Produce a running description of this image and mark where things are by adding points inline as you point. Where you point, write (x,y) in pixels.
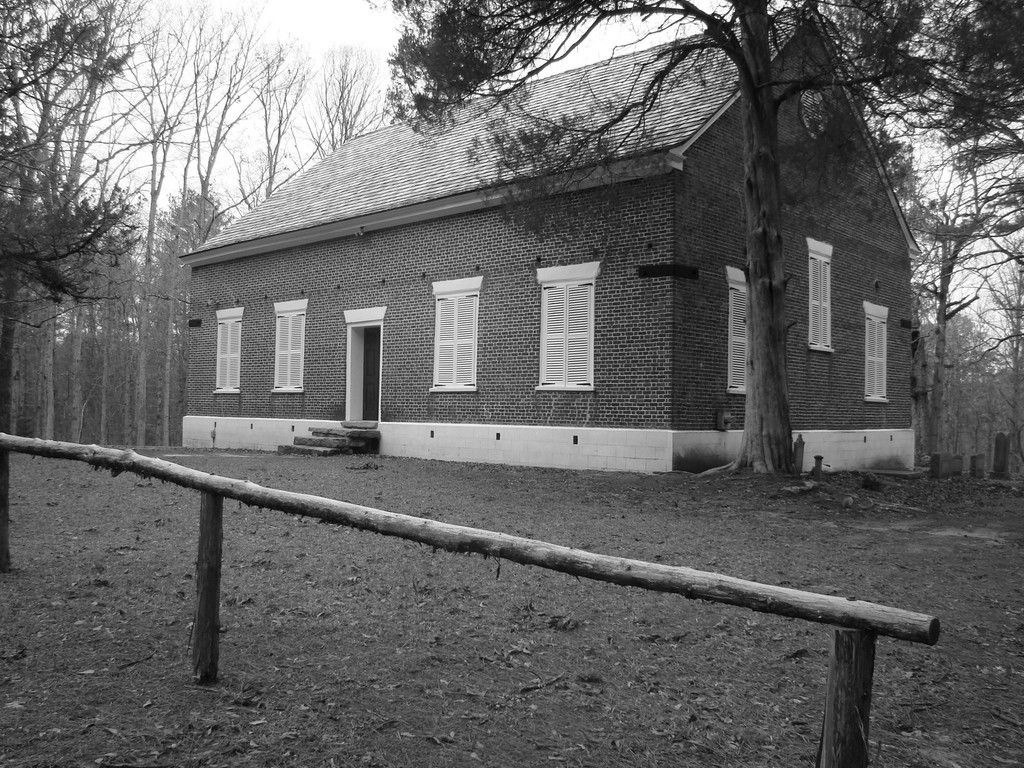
In this image I can see a house (408,246) and trees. Here I can see a wooden object (486,558) on the ground (303,583). In the background (248,63) I can see the sky (323,47). This image is black and white in color.
